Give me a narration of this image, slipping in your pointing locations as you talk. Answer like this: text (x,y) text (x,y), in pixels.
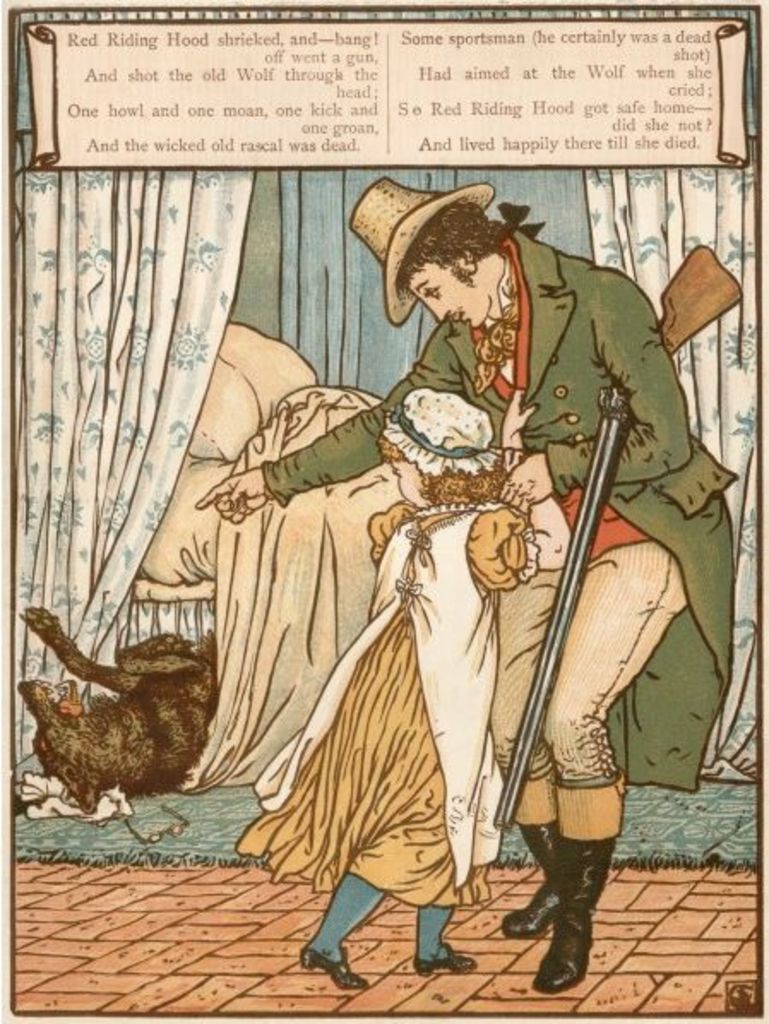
In this picture there is a person (629,490) standing and holding a gun (615,452) in his hand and there is a kid (477,501) in front of him and there is a wolf (127,726) in the left corner (120,754) and there is a bed (199,520) and curtains (125,291) in the background (585,239) and there is something written above the picture.
